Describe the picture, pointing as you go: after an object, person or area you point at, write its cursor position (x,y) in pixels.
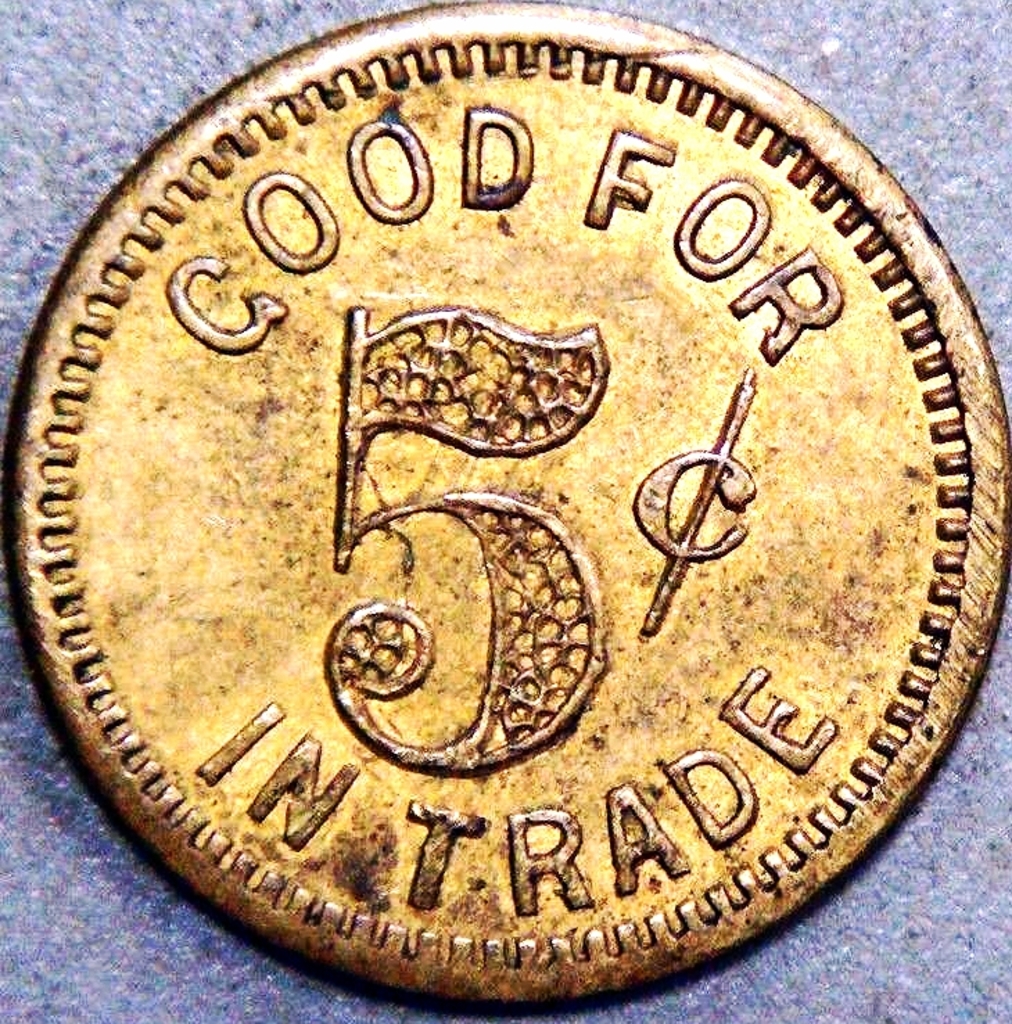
In this picture we can see a coin (515,536).
